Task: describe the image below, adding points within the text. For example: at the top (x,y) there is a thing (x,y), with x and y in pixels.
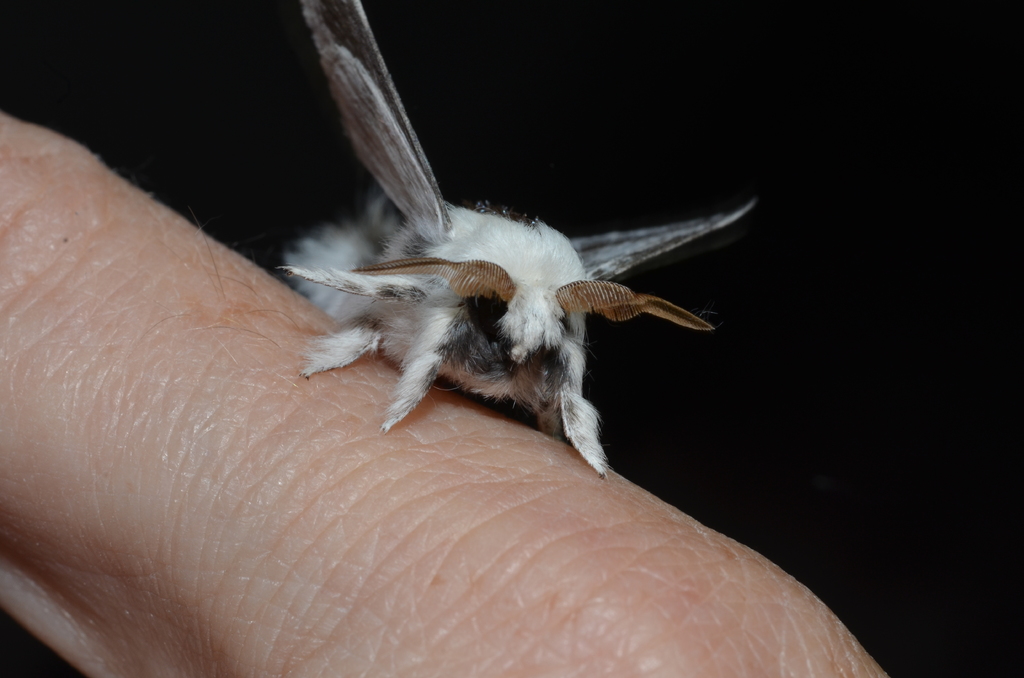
In this image I can see an insect (467,297) which is white, black and brown in color on the human finger (324,463). I can see the black colored background (997,242).
